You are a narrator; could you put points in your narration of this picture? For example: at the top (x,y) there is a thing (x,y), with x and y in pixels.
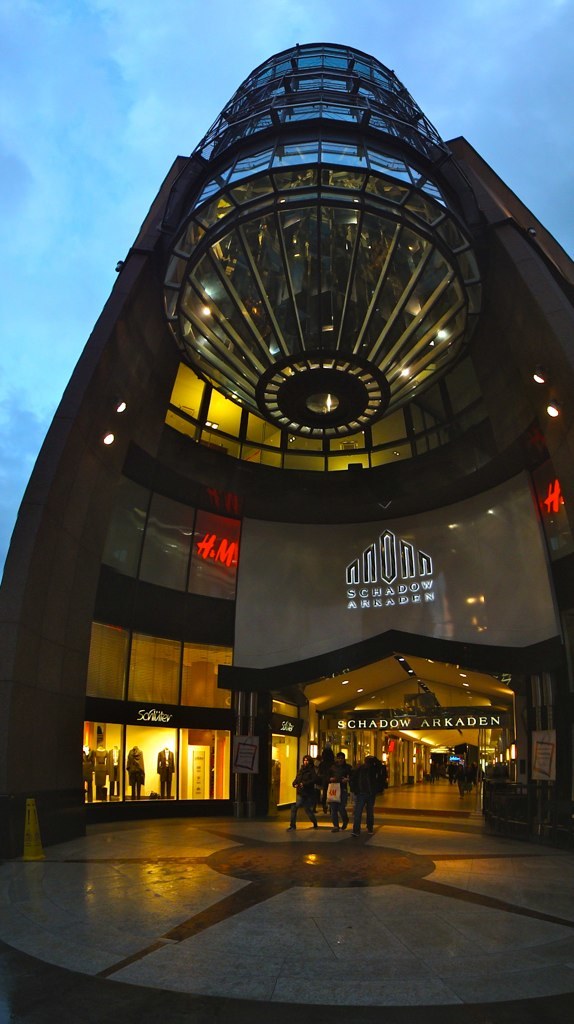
In this image there is a building (355,400) in the middle (357,452), Under the building (291,761) there are few people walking on the floor (243,820). At the bottom of the building (162,747) there are stores (190,757). In the middle (370,600) there is some text (366,590). At the top (327,327) there are lights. It looks like a tall building (299,287).
